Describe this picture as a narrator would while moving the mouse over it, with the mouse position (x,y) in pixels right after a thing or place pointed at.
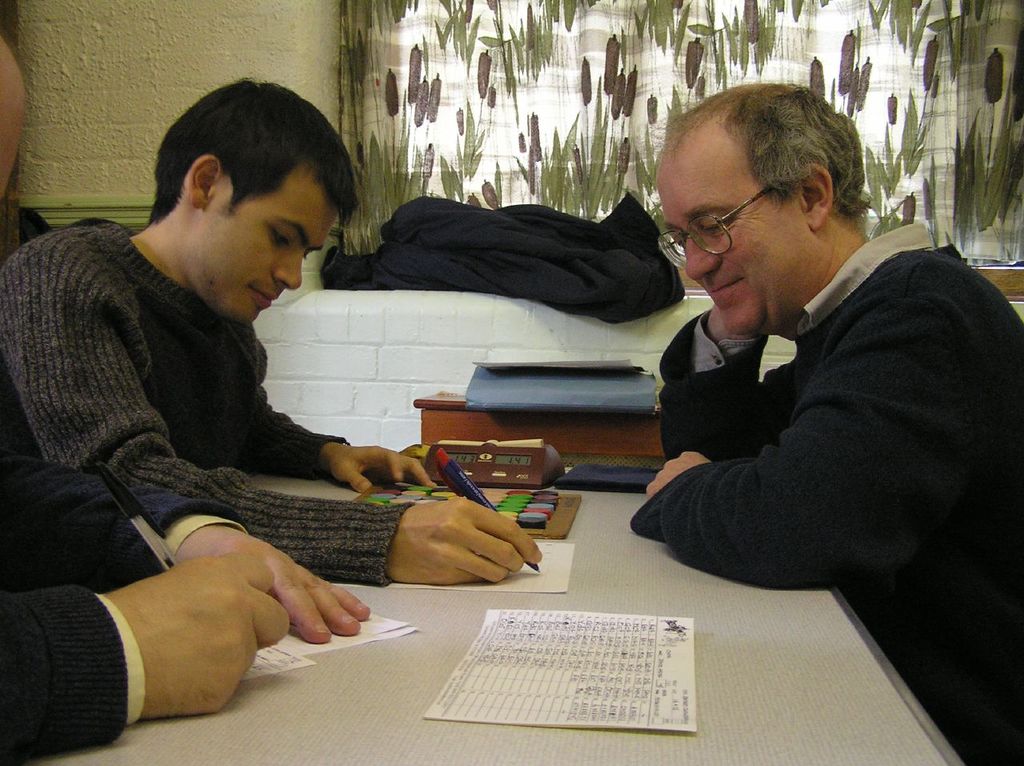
In the background (668,46) we can see wall (412,303), curtain (378,232) and we can see a black cloth (375,268) is placed near to a window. On the right side (926,351) we can see a man (706,208), wore spectacles (706,234) and he is smiling. On the left side (319,505) we can see men (414,513) holding pens (160,554) in their hands (502,517) and writing something on the papers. On the table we can see papers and few other objects (404,502).
